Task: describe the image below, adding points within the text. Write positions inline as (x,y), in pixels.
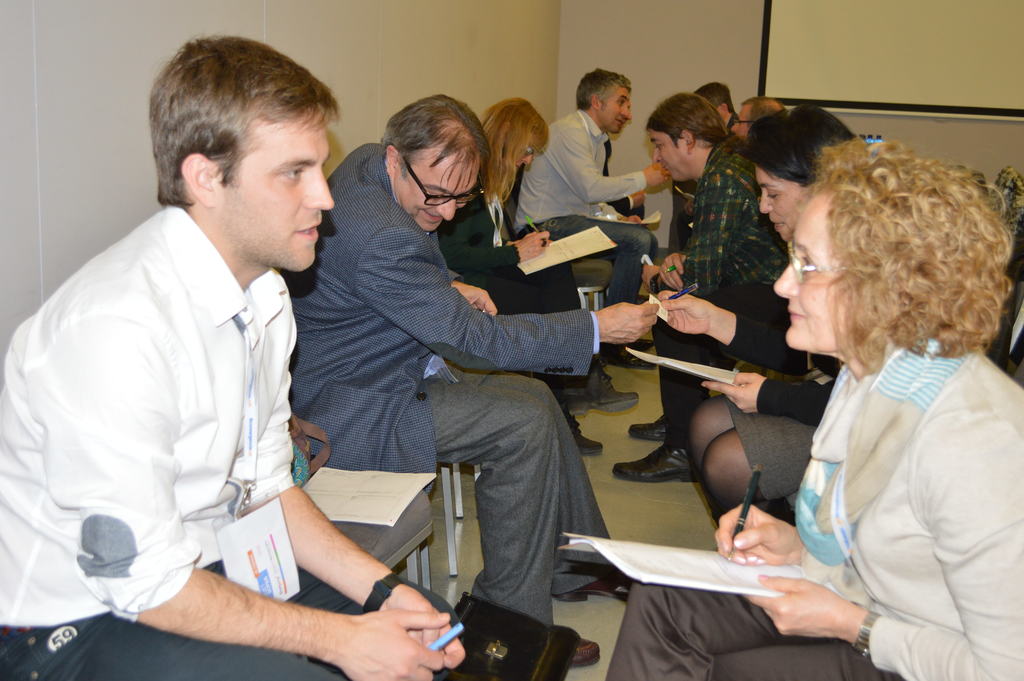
Here in this picture we can see a group of men (383,247) and women (800,233) sitting on the chairs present on the floor (664,533) and we can see the women (785,526) are writing something on the papers (716,556), that is said by the men (437,393) and some of them are smiling and wearing spectacles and on the right top side (940,12) we can see a projector screen (774,35) on the wall (965,121) present.
